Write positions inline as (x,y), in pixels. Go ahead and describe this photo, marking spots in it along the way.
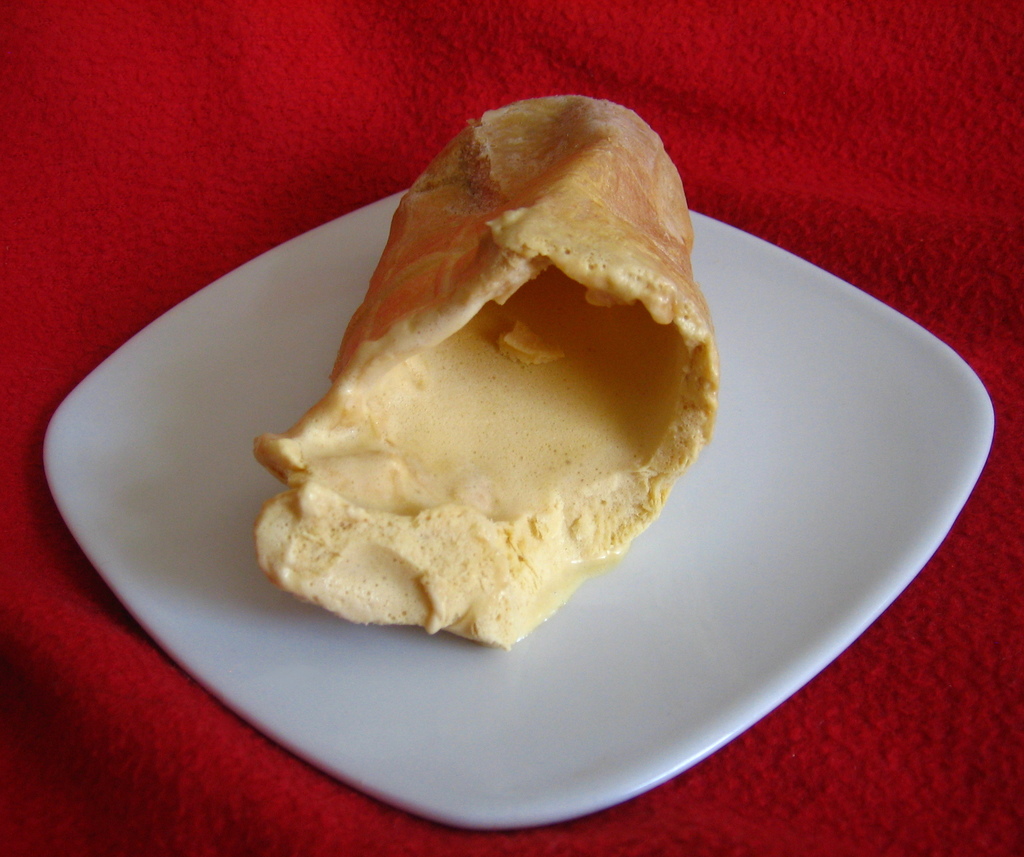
In this image, we can see a plate (282,623) contains some food (511,467).
